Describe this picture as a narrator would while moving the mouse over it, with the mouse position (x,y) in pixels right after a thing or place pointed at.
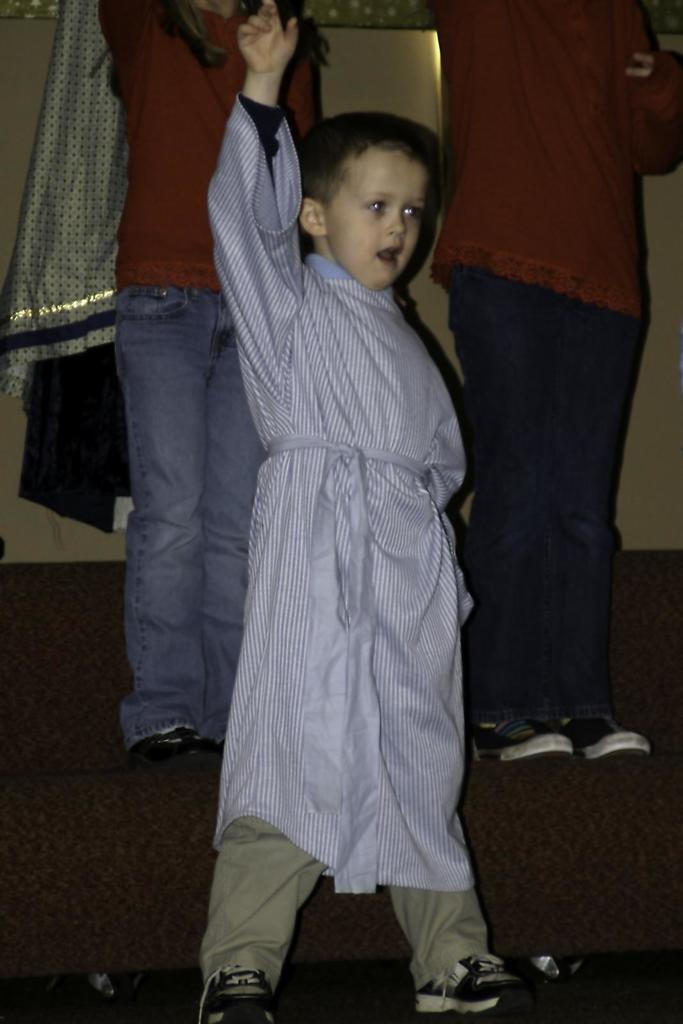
In this image I can see a boy (403,369) is standing in the front (385,187). In the background (193,651) I can see two more persons (238,479) are standing and I can see both of them are wearing red colour dress (621,123).
